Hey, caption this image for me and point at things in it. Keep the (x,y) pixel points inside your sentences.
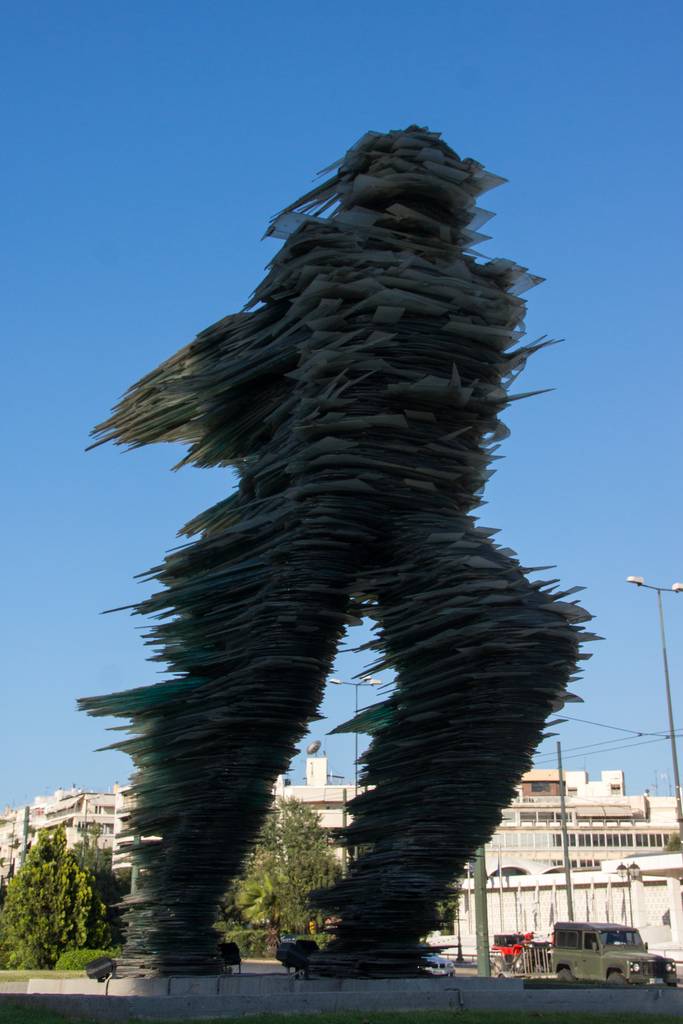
In the foreground of this image (305,580), there is a glass statue (365,591). In the background (610,914), there are buildings (599,909), few vehicles (437,955), trees (268,896), poles (483,906) and the sky (603,367).
